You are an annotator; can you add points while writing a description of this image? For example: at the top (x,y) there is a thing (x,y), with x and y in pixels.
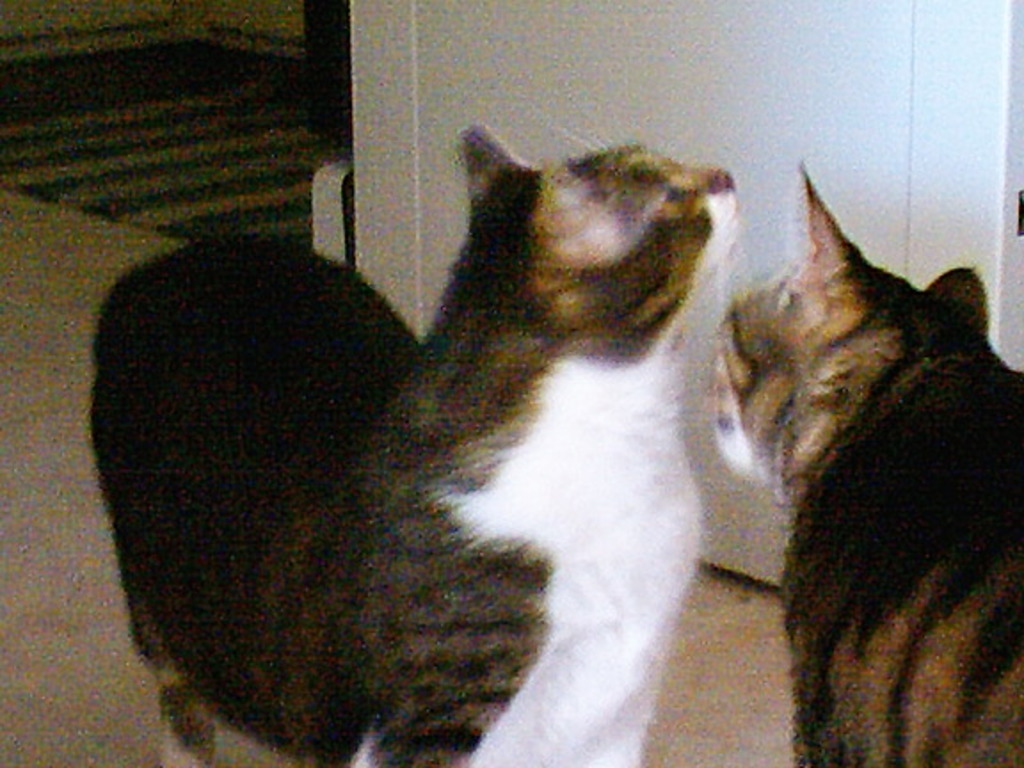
In the center of the image (365,296) there are two cats (162,762). There is a door (403,159). At the bottom of the image (743,669) there is a carpet (696,669).
